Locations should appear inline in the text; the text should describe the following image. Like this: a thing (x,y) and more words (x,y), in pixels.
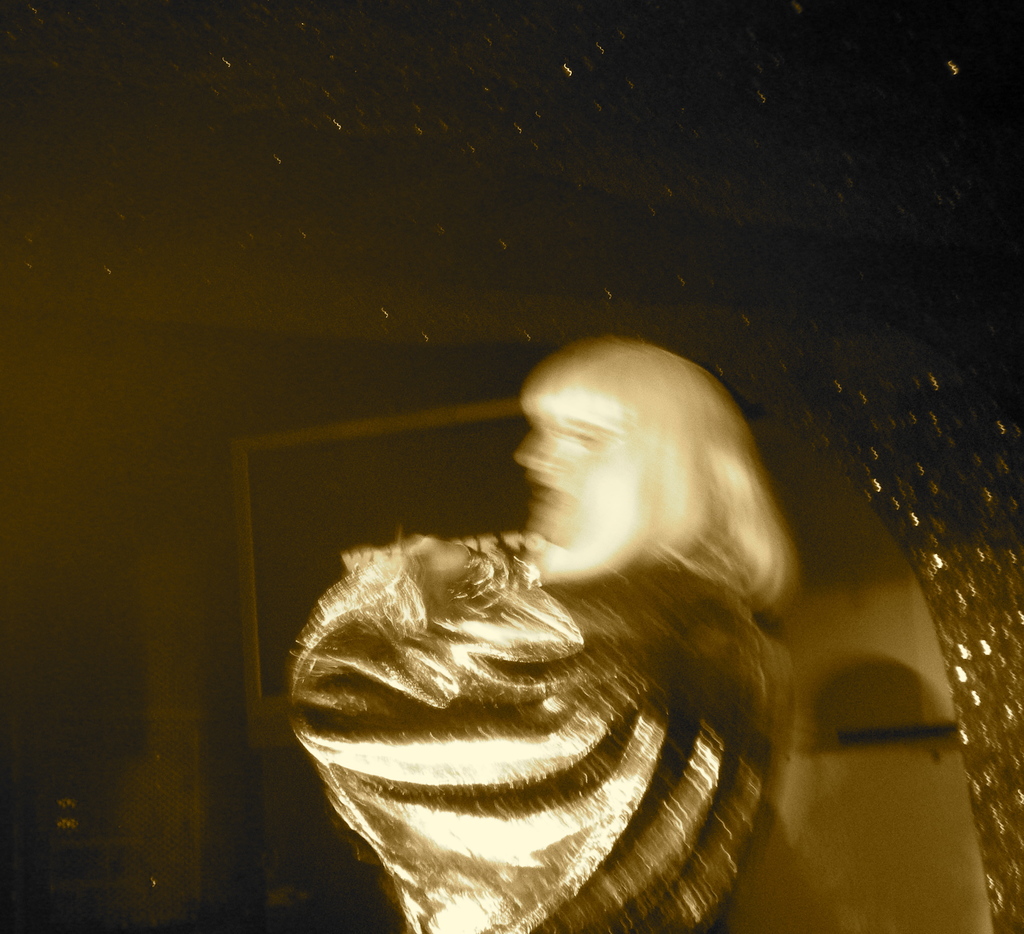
In this image in the front (618,620) there is a woman (614,670). In the background (797,510) there are objects (430,451).
